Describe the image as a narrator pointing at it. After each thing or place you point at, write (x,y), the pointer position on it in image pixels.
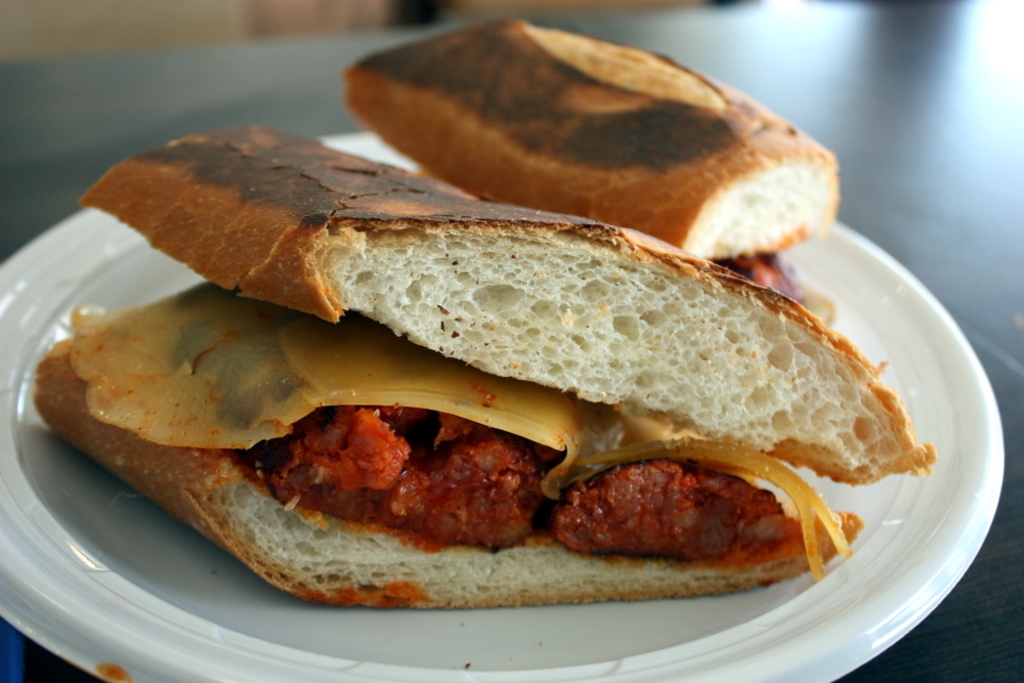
In this picture we can see a plate (156,250) on the surface (924,210) with food (699,201) in it and in the background (173,27) it is blurry.
